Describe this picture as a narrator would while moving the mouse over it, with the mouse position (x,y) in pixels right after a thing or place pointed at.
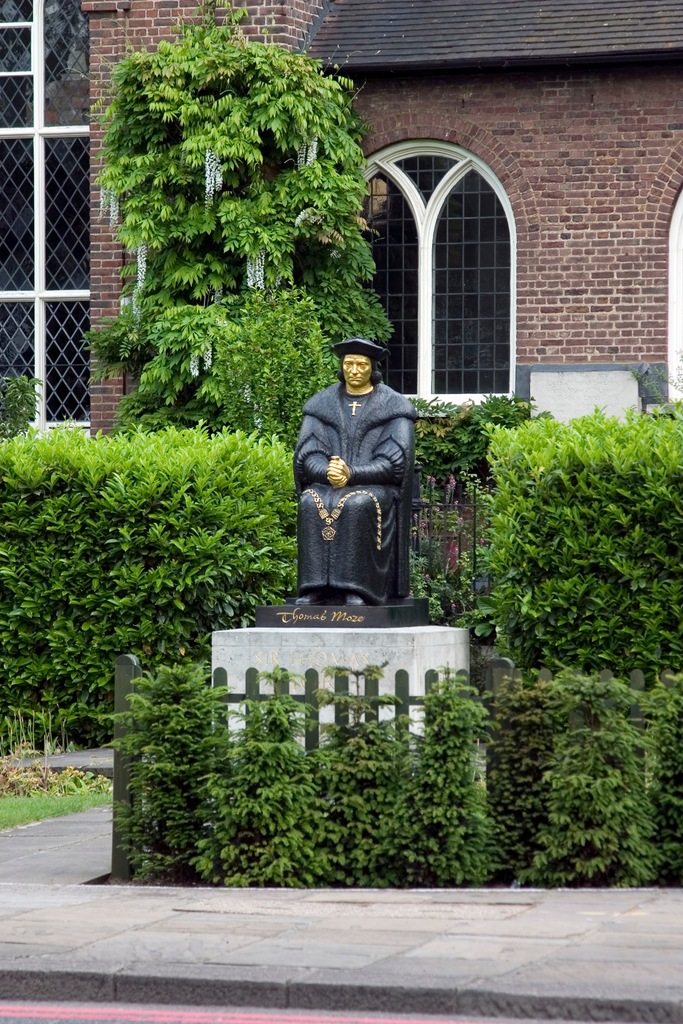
In the image there is a statue (303,468) of a man (412,421), around the statue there are plants (232,364) and trees (147,361), in the background (476,21) there is a building (397,249).
